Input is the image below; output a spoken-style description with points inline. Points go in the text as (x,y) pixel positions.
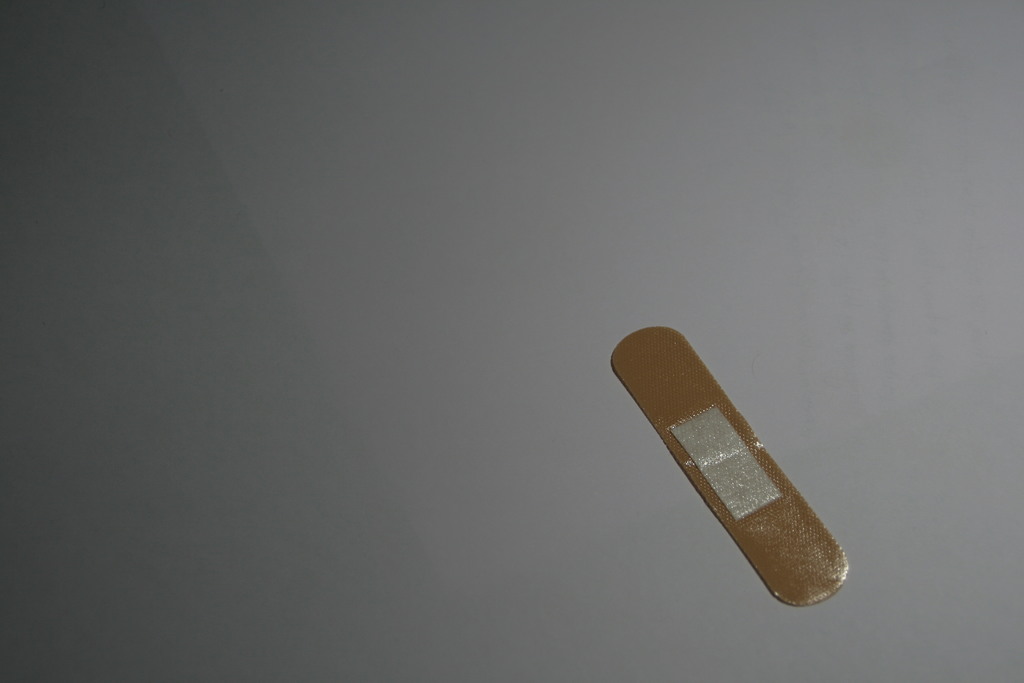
This picture shows a band aid (682,430) on the white color table (581,195).
